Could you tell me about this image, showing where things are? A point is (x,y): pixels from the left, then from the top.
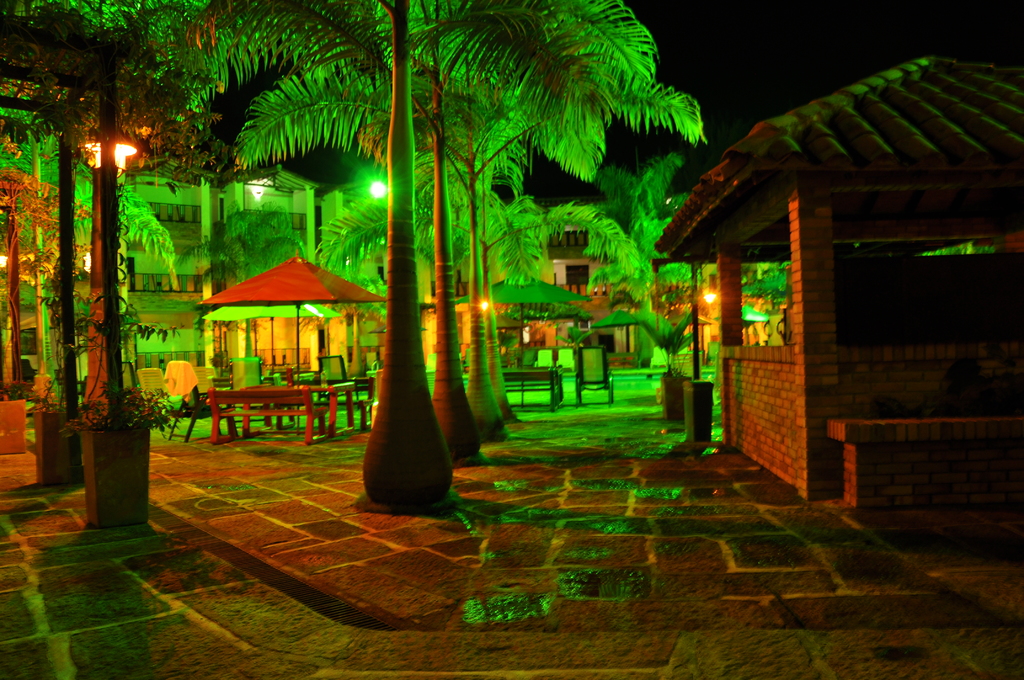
In this image, we can see pots (40,446), umbrellas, benches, chairs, trees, plants (147,425), path (57,516) and lights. Background (185,334) we can see building (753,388) and dark view.
